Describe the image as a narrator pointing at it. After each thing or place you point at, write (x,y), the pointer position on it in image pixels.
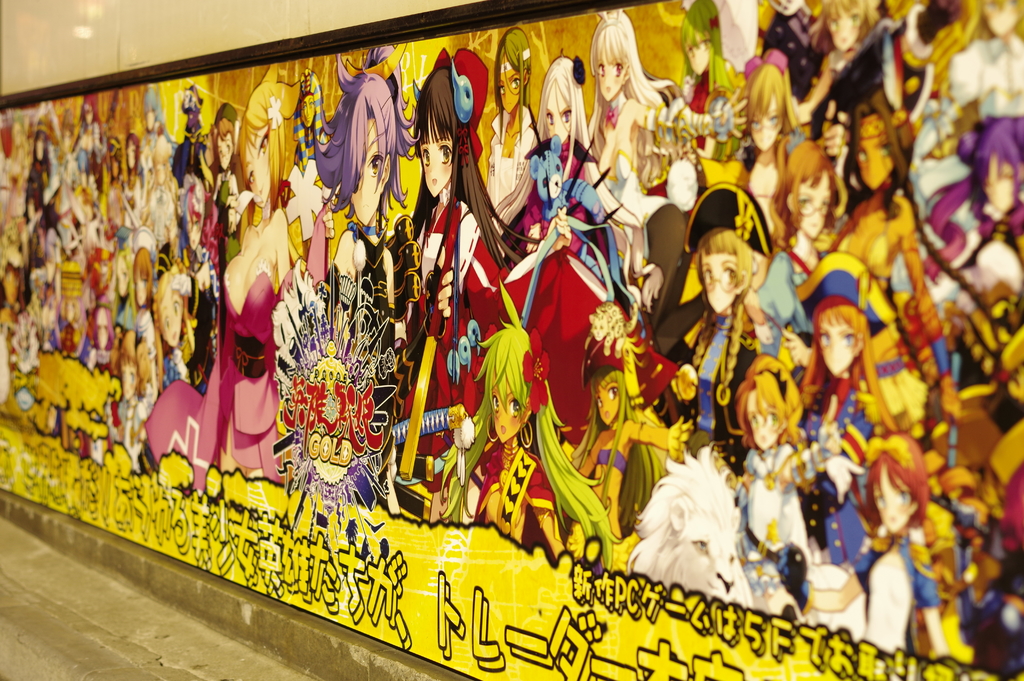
In this picture I can see the wall (320,620) on which there is an art (303,334) of cartoon characters (659,167) and I see something is written.
